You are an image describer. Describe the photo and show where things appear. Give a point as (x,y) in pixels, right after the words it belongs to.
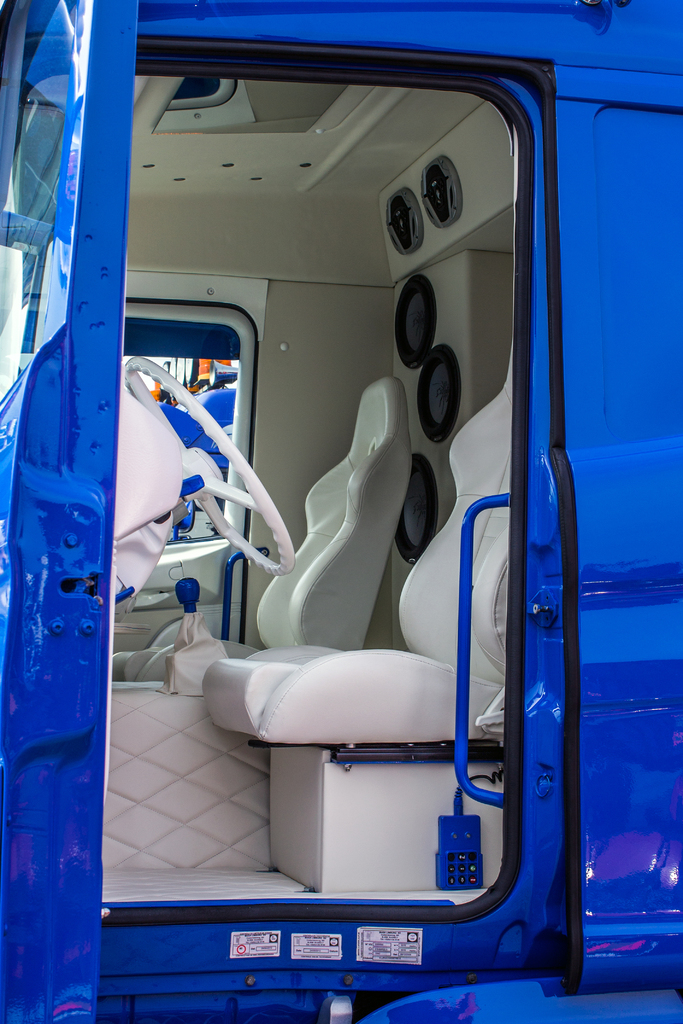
In this image, we can see a vehicle (564,473) which is in blue color. In the vehicle (282,473), on the left side (226,440), we can see steering (214,440). On the right side (506,548), we can see two seats (280,596). At the top (254,155), we can see a roof (254,155).
